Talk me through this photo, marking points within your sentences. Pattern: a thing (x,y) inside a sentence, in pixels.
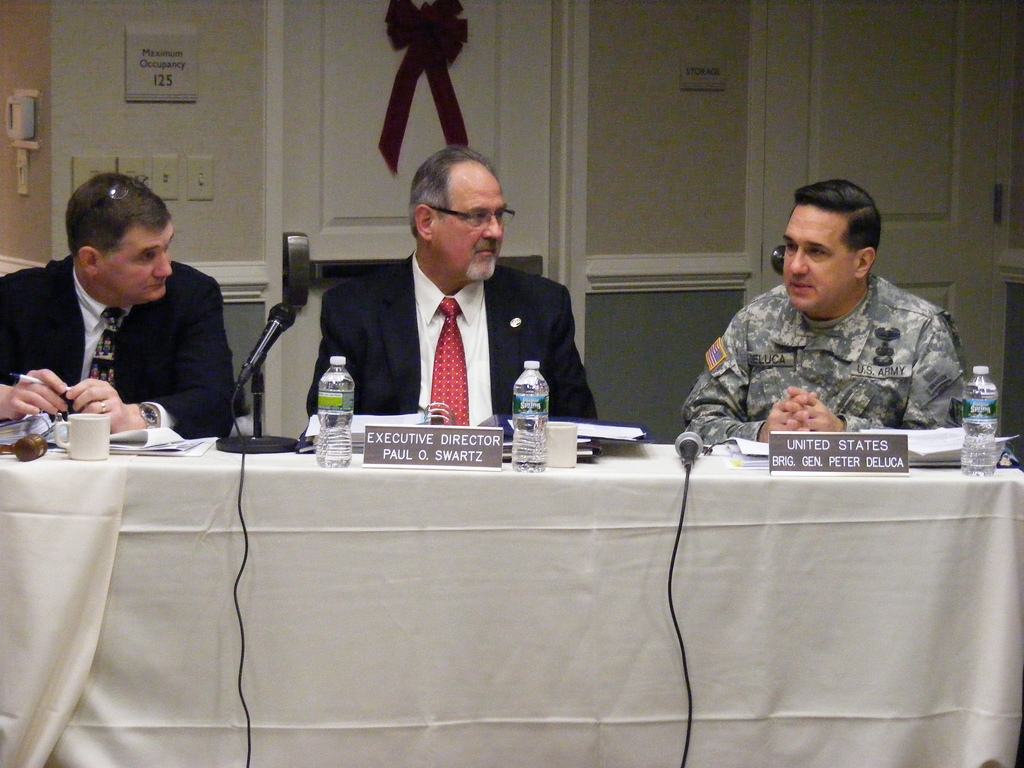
In this image, there are three persons (726,361) sitting on the chairs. I can see the water bottles (338,435), name boards (501,456), books (579,451), papers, cups (81,451) and mics (694,455) on a table (497,504). In the background (400,154), there are doors (893,124), switch boards (173,181) and a poster (173,70) attached to the wall (215,59).
